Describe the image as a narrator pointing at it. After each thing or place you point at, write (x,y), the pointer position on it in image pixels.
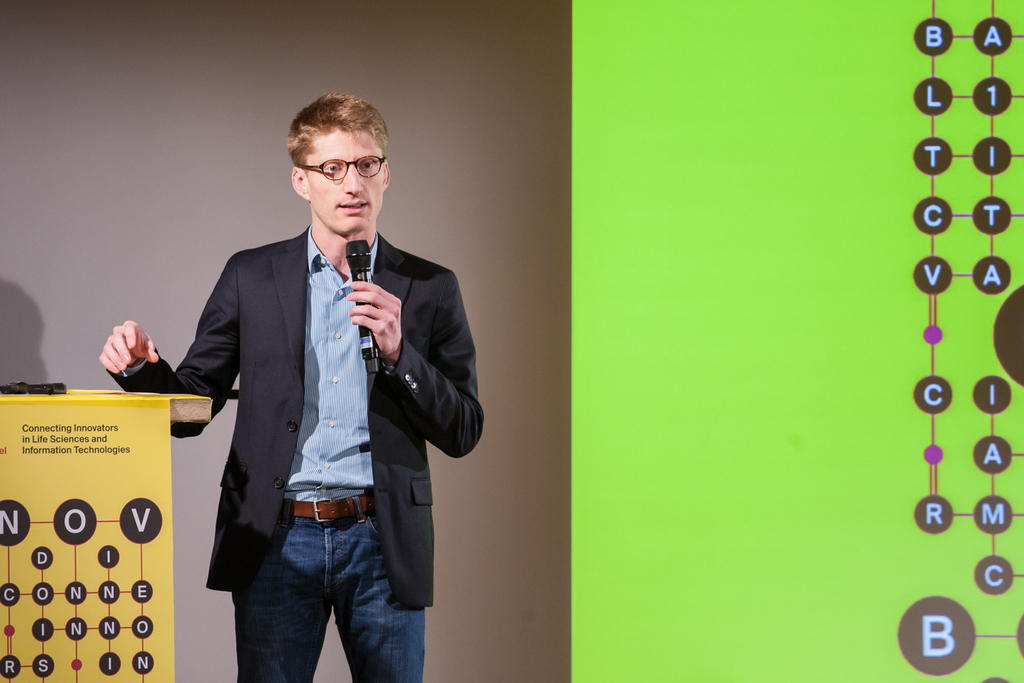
In this image there is a man (345,410) standing in the center (391,391) holding a mic (372,334) in his hand (378,312). On the left side (142,531) there is a podium (85,495) with some text (115,594) written on it. On the right side (784,328) there is a screen (834,404) which is green in colour and there is some text (992,211) on the screen (951,377).
